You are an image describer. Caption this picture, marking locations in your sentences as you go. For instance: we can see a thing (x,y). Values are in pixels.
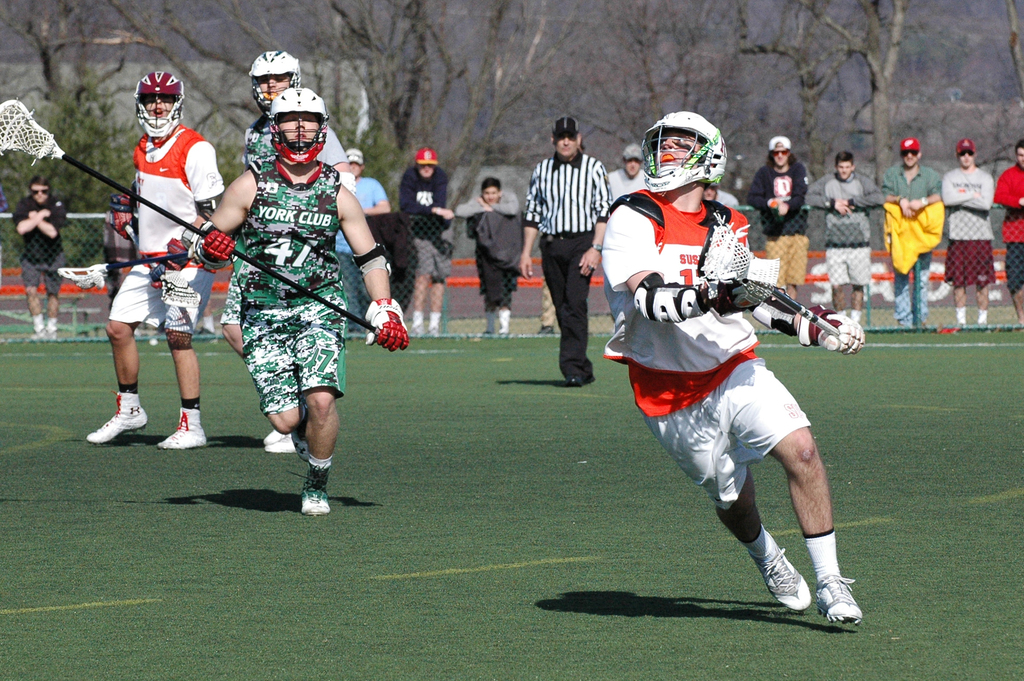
In the image there are few persons (254,296) walking and running on the grass land (448,554), they holding a net (24,133) which mounted to a pole (797,311), they had helmets (688,168) over their heads (318,144) and shoe (314,479) to feet (276,446), this seems to be a game, in the background (873,185) there are many people (775,173) standing behind the fence (83,219) and over the whole background (852,40) there are trees (386,63).
